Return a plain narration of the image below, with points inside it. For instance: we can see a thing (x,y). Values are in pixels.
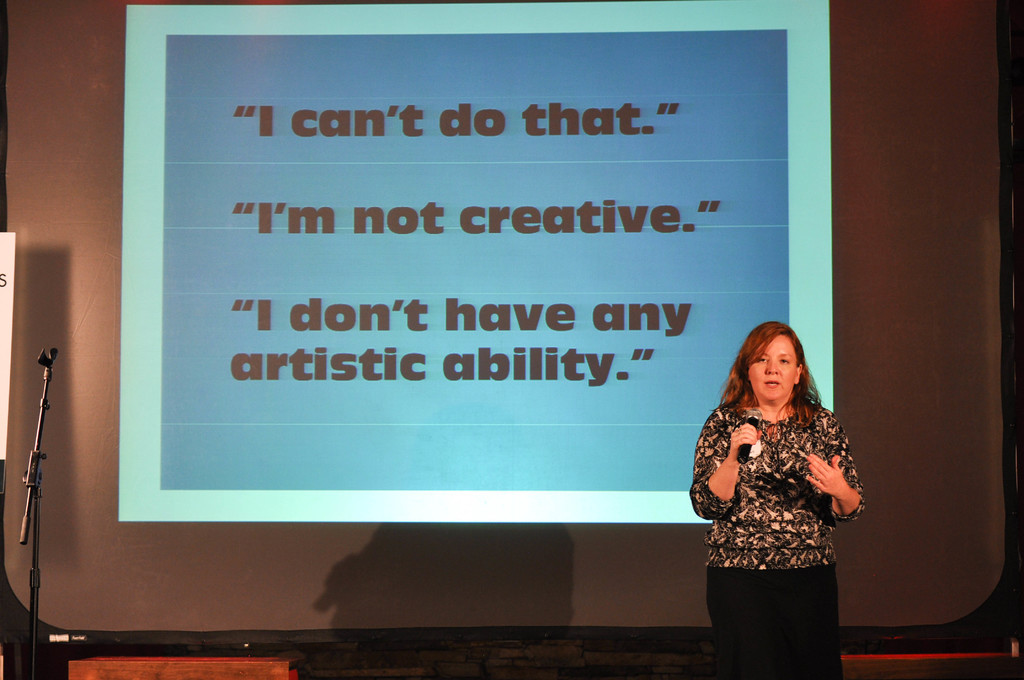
In the image we can see a woman (774,536) standing, wearing clothes (728,521) and holding a microphone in her hand (746,433). This is a stand (37,467) and projected screen (425,370).
